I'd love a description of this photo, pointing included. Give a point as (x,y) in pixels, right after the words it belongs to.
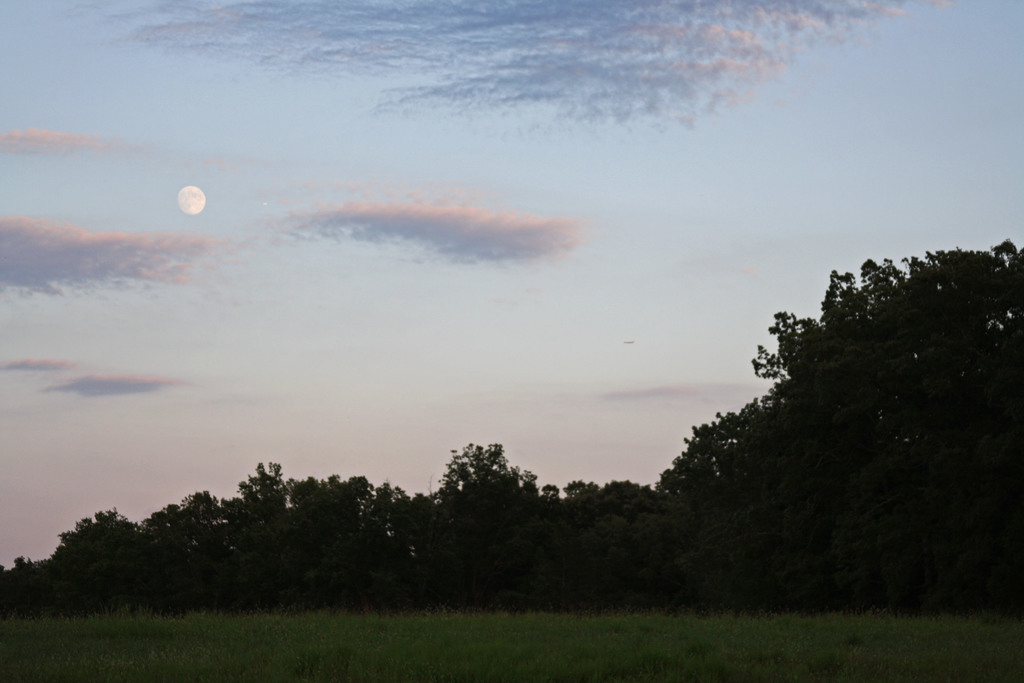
In this image in the front (483,640) there is grass (503,645). In the center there are trees (710,455) and the sky (341,264) is cloudy and there is a moon (194,210) visible in the sky (250,195).
